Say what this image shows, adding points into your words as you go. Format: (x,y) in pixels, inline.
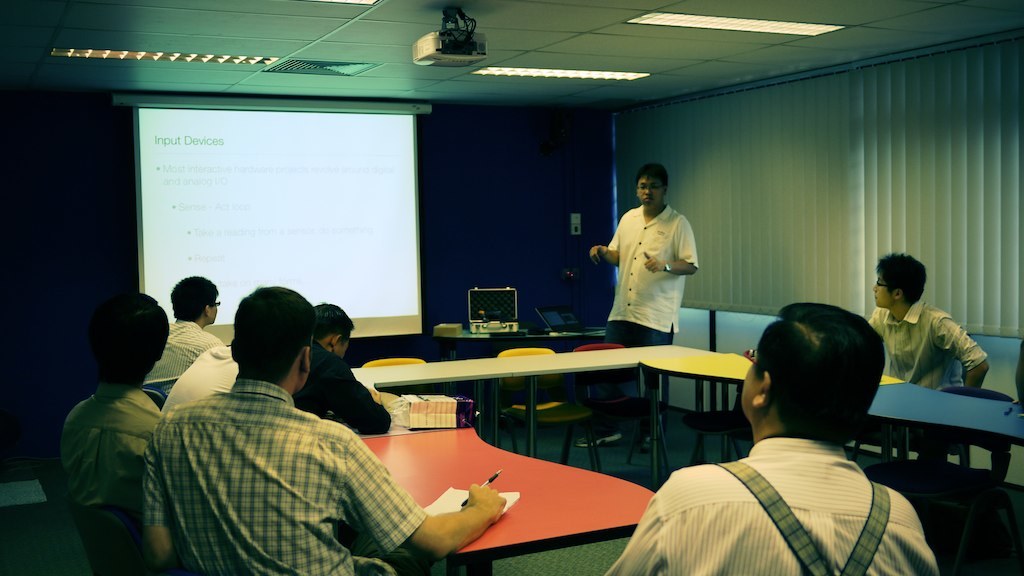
In this image, I can see few people (861,338) sitting on the chairs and a person (657,332) standing. There are chairs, tables (533,335), projector screen (375,248) and blinds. At the top of the image (460,59), I can see lights (729,28) and a projector (437,63) are attached to the ceiling (494,91). I can see a laptop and few other objects (498,329) on another table (540,335).
